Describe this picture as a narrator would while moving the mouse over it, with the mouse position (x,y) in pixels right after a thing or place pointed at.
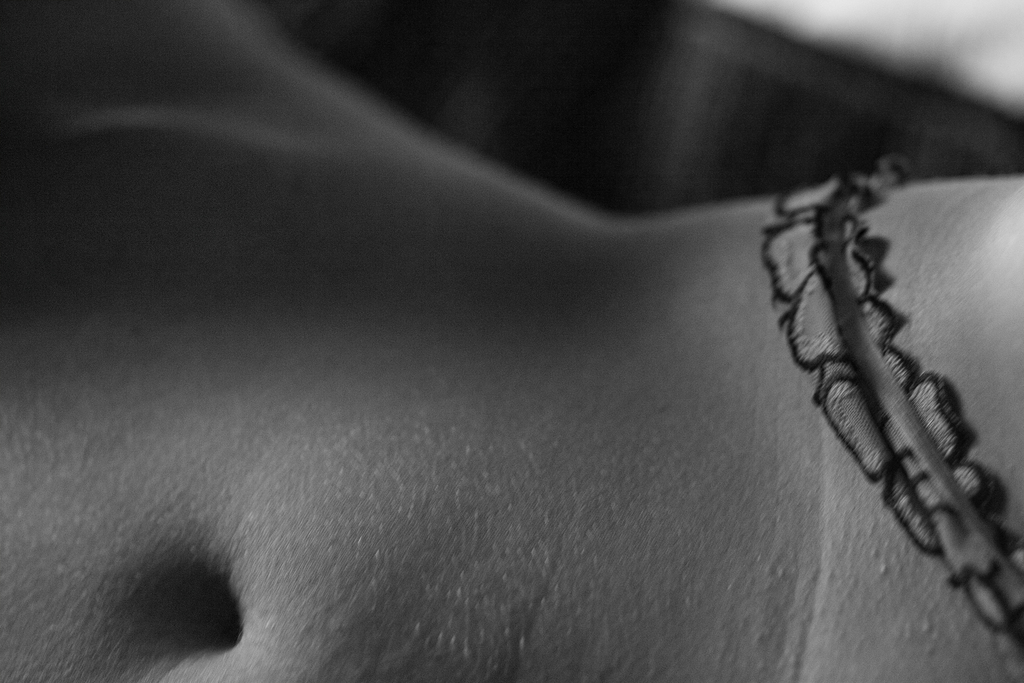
In this image, we can see a body (365,465) with navel (224,632). Here there is a strip (850,410) on the body (592,479).
